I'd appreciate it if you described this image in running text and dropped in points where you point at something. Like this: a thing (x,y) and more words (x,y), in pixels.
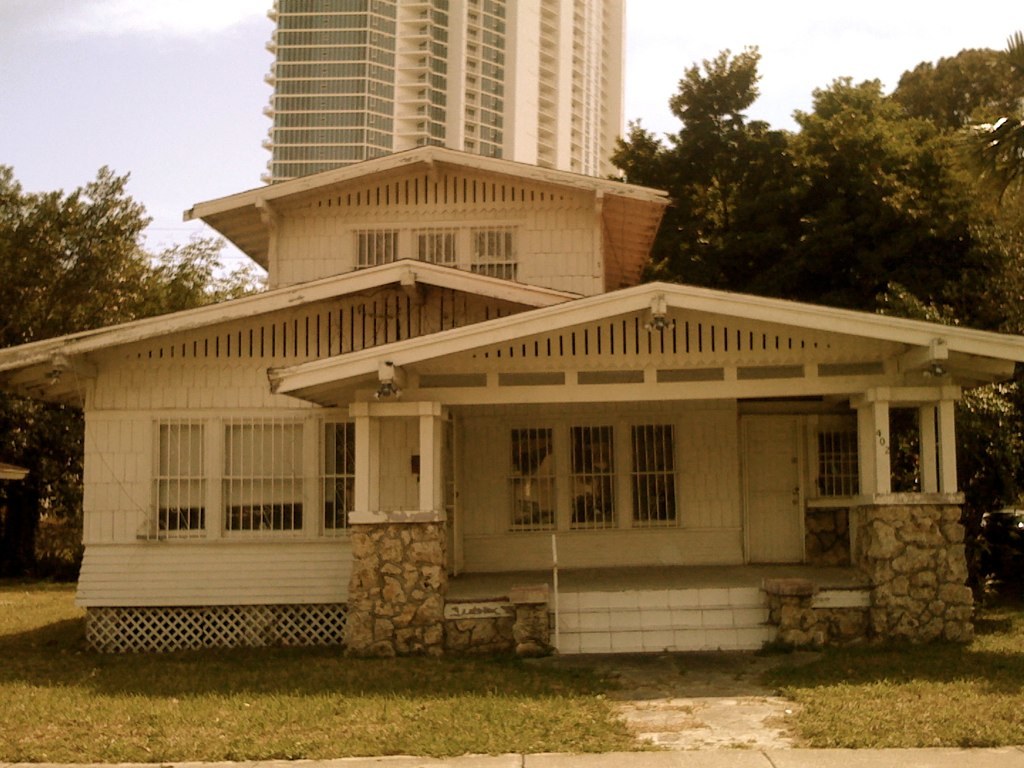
In this image we can see a house (537,464) and it is having few windows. There are few buildings (459,73) in the image. There is a grassy land (350,707) in the image. We can see the sky (187,119) in the image. There are many trees (911,178) in the image. There is a staircase (670,628) in the image.
